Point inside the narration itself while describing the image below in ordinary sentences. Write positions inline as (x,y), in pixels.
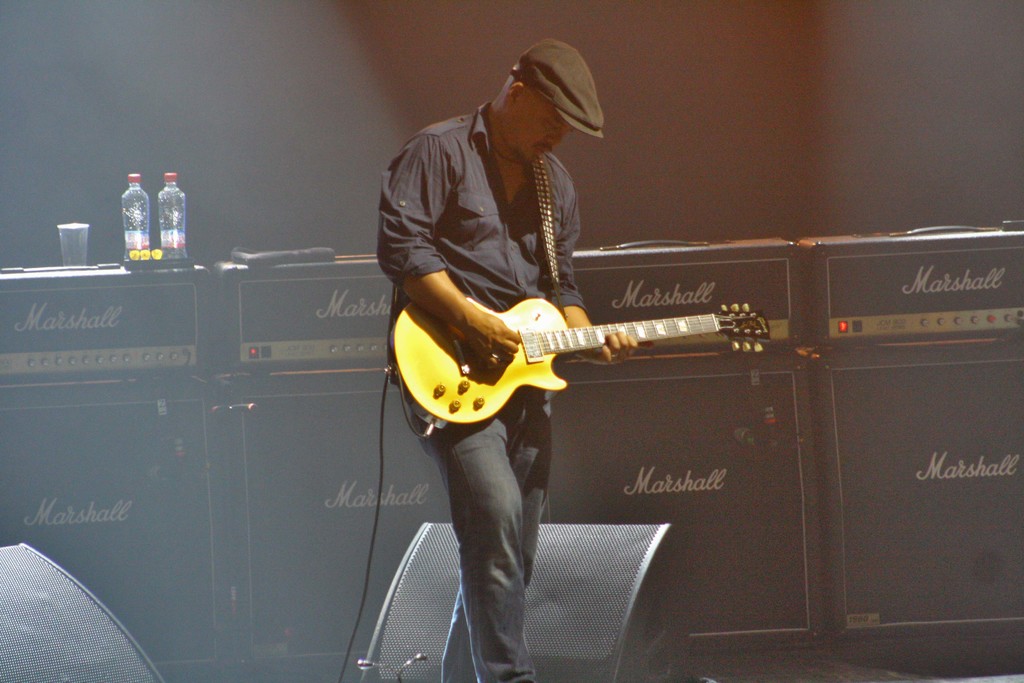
In this picture we can see a person (456,250) in black dress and holding a guitar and behind him there are amplifiers (153,306) on which there are bottles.
